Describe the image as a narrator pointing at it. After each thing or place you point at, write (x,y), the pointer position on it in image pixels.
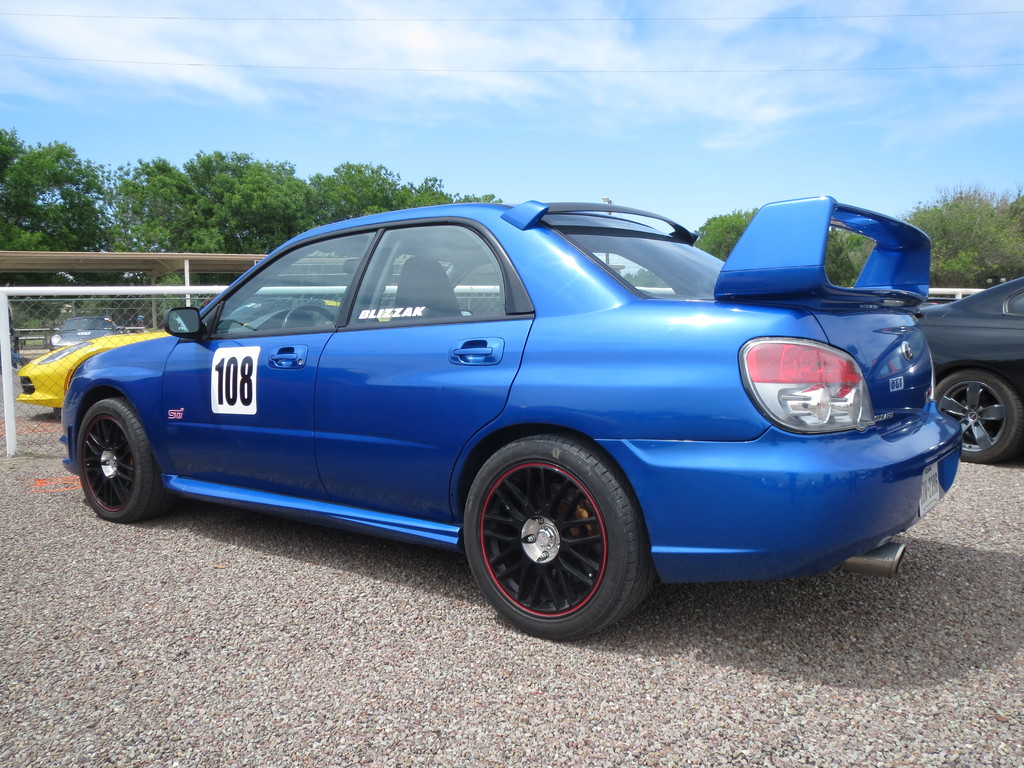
In the picture I can see vehicles (605,450) on the ground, among them the car (512,478) in the front (433,391) is blue in color. In the background (138,309) I can see trees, fence (150,329), the sky (616,143) and some other things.
